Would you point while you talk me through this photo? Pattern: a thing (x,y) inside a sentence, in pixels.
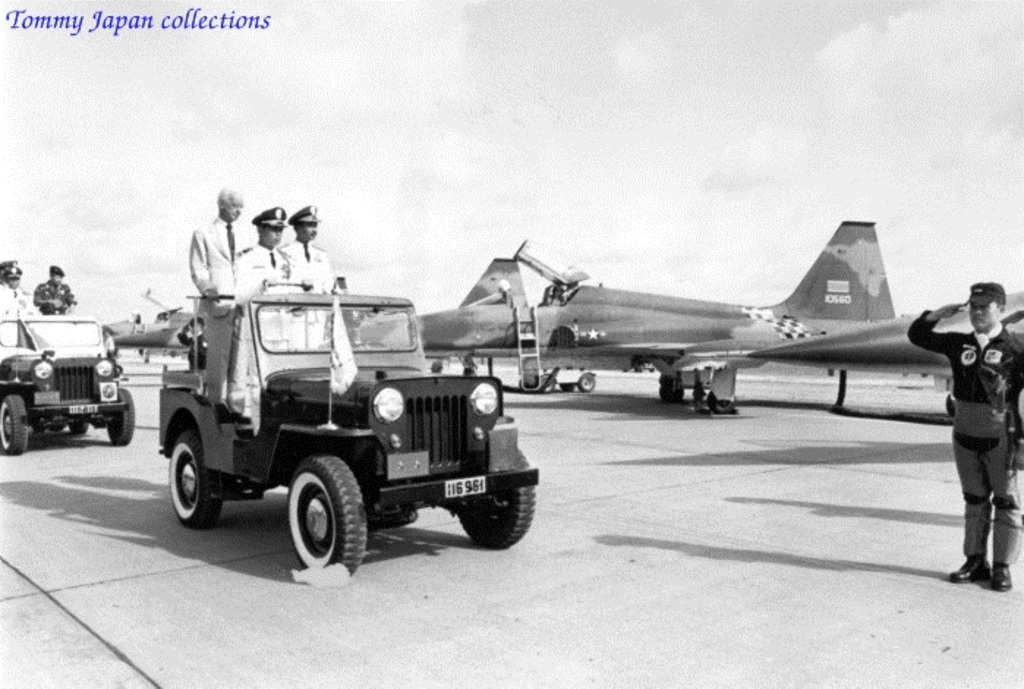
In this image we can see a few people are riding in a jeep (304,358). There is an aircraft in the image. A person (977,405) is standing and saluting the other people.
